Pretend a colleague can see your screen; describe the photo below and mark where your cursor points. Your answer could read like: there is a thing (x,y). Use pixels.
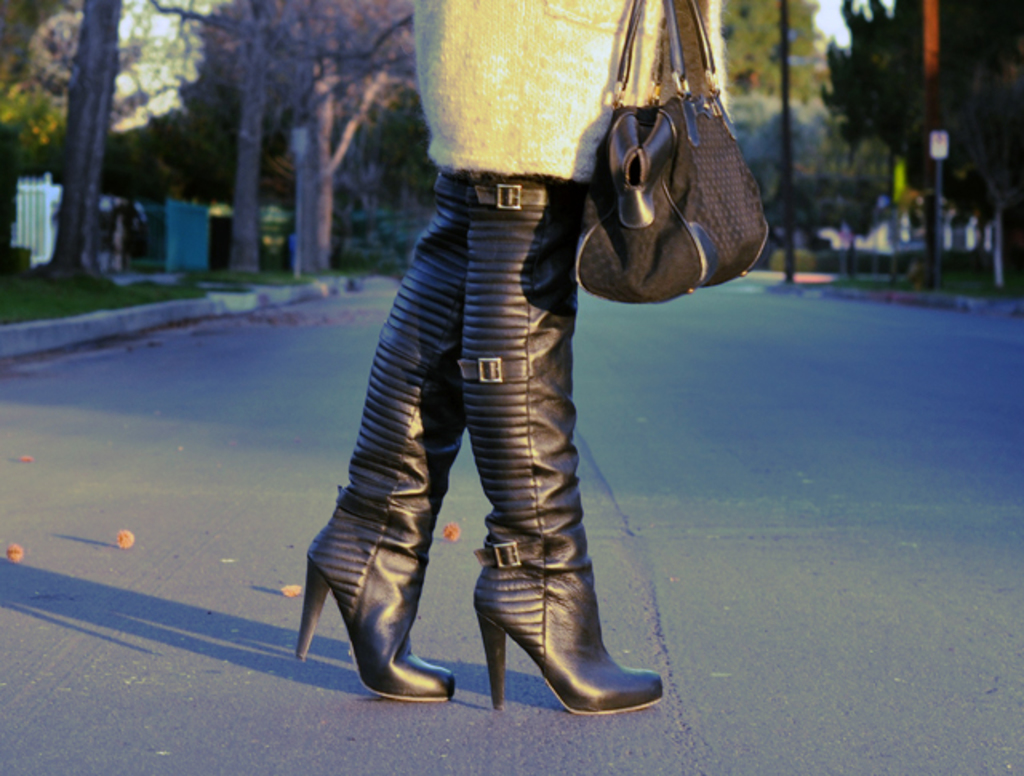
In this image i can see a woman's legs (482,371) and she is holding a bag (703,219) in her hand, I can see the boots (532,337) of her. In the background (828,378) i can see the road (734,356), few trees (881,103), a fence (51,203), few electric poles (786,14) and the sky (827,33).
